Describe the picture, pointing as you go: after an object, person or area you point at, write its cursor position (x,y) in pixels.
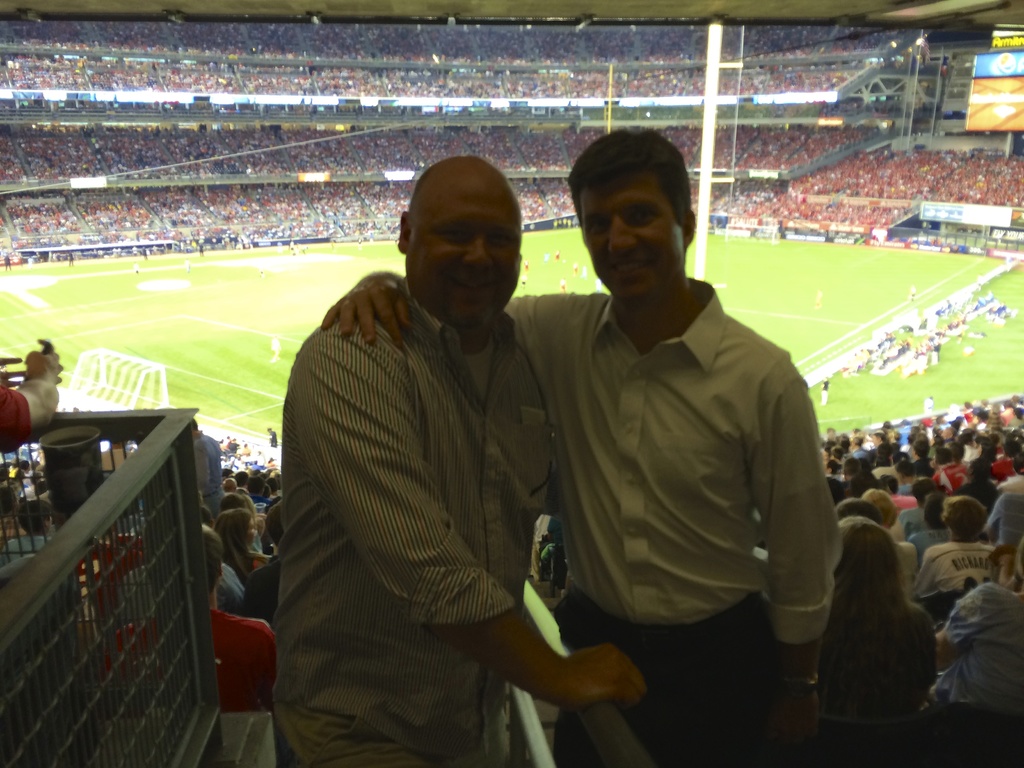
This is a picture of a stadium (474,91). In the background (516,82) we can see crowd (595,82). In the top right corner of the picture (1020,90), it seems like a screen (1014,108). We can see men (549,387) standing and they both are smiling. On the ground (1008,322) we can see people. On the right (983,518) and left side of the picture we can see people (983,518). On the left side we can see a person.
